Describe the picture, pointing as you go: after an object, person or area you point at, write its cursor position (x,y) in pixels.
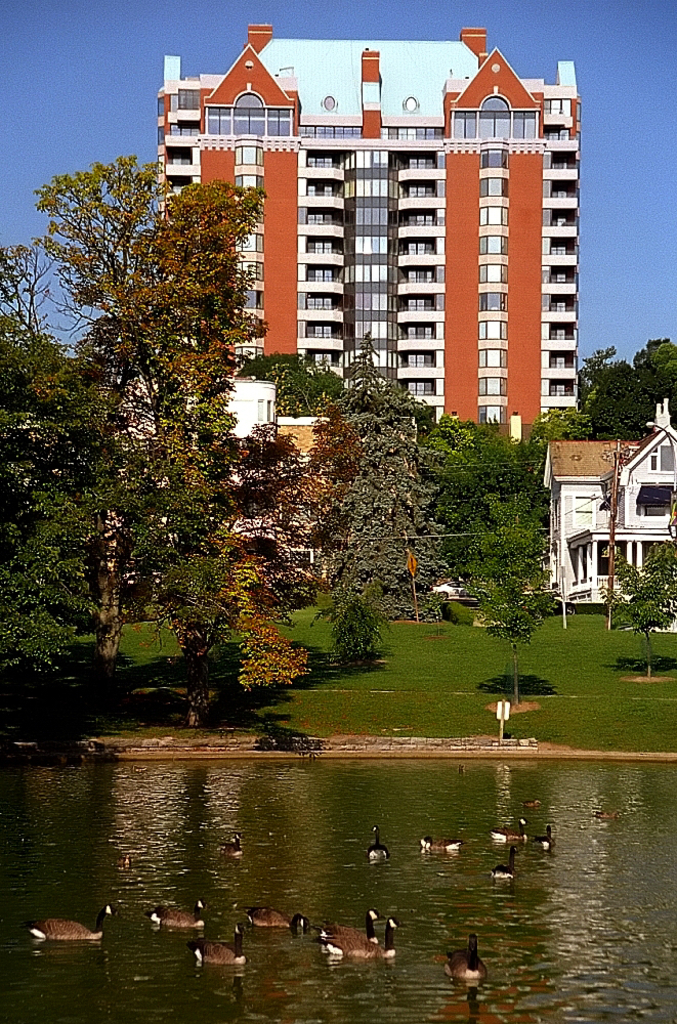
In this image we can see ducks (612,817) floating on water (164,832), we can see the grass (459,655), trees (376,619), current pole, wires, houses (559,476), building (304,348) and the blue color sky (588,121) in the background (642,88).
